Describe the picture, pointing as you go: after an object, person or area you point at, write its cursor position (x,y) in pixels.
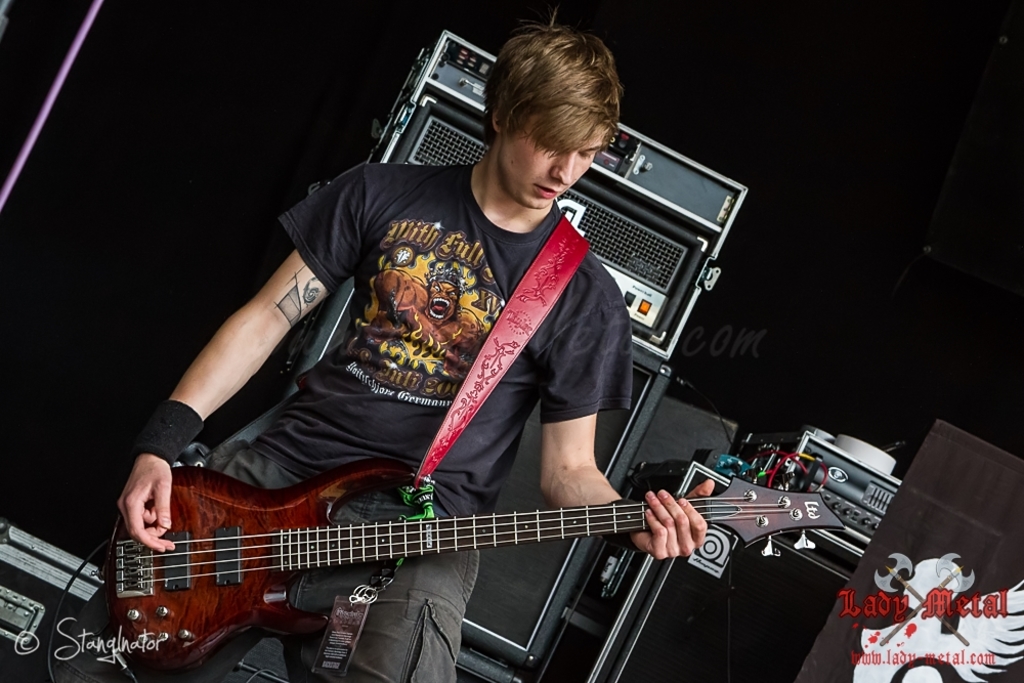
This is the picture of a guy (586,496) in black shirt (411,401) and black pant (360,520) holding a guitar (438,552) and playing it and behind him there are some speakers (771,565) and some other musical instruments (811,475).
